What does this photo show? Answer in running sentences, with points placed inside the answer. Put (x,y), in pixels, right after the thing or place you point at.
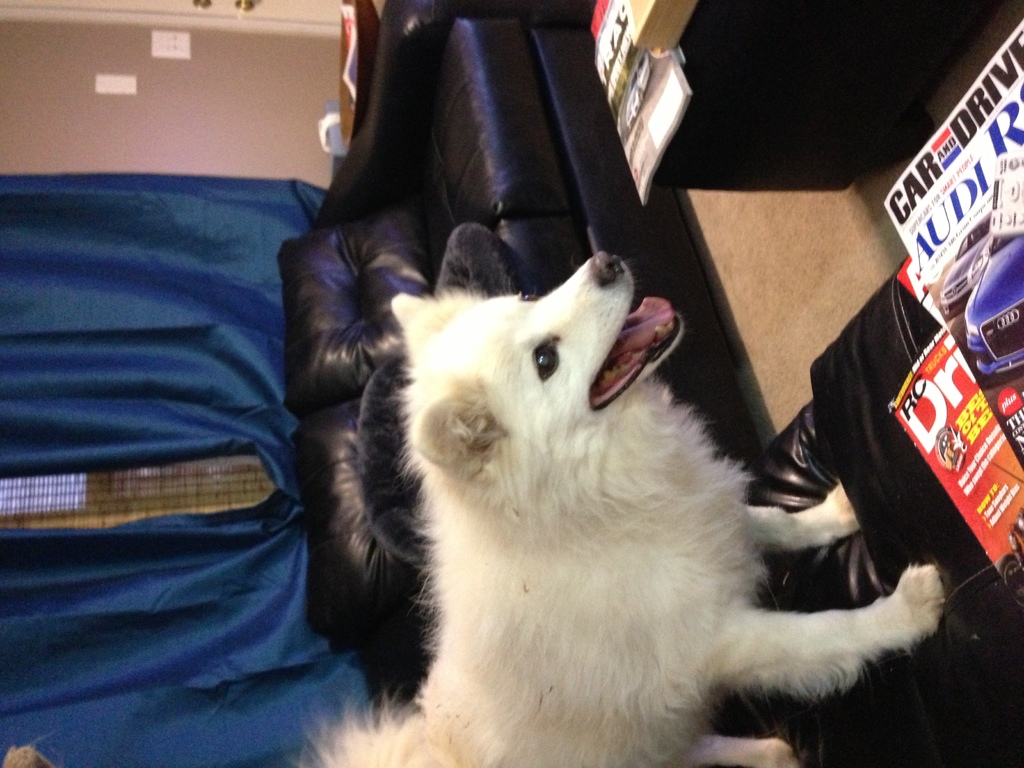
In this image we can see dog (611,588) on a sofa (809,598). Also there are books (1003,268) on the sofa (894,421). And there is a table (757,58). On the table (698,53) there are books (665,77). On the left side (91,323) there are curtains (113,398). Also there is wall (144,80). And there is another sofa (410,275) near to the curtains (187,718).
